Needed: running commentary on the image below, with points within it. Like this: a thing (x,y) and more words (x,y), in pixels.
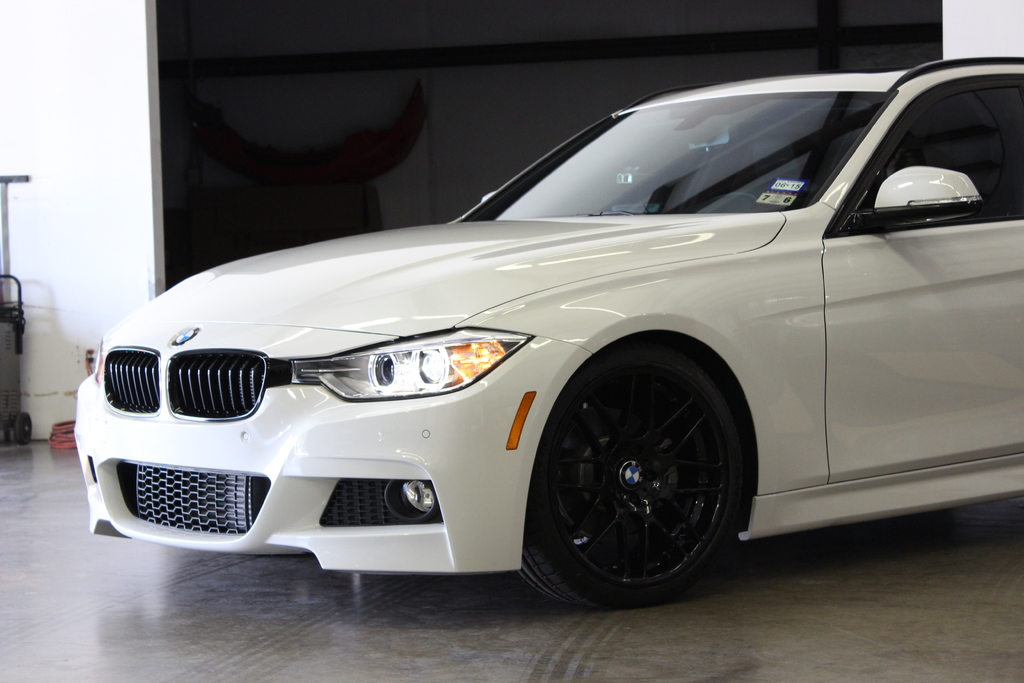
In this picture there is a white car (628,284). At the back (279,6) it looks like a mirror (403,71) and there is a wall (143,160). On the left side of the image (27,315) there is an object (14,426) and there it looks like a pipe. At the bottom (64,457) there is a floor (545,633).
